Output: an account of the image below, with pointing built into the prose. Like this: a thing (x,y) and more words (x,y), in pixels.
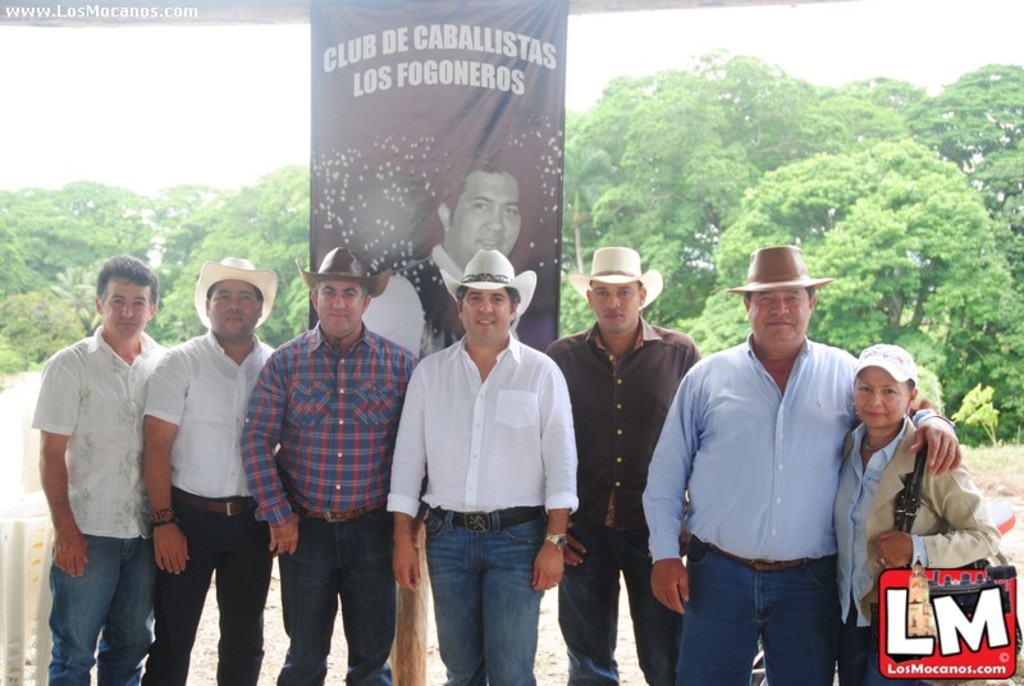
People (739,394) are standing wearing hats (205,305). A person (946,504) at the right (907,492) is wearing a bag (907,509) and a cap (896,362). There is a banner (431,222) and trees (651,199) at the back (651,199).
